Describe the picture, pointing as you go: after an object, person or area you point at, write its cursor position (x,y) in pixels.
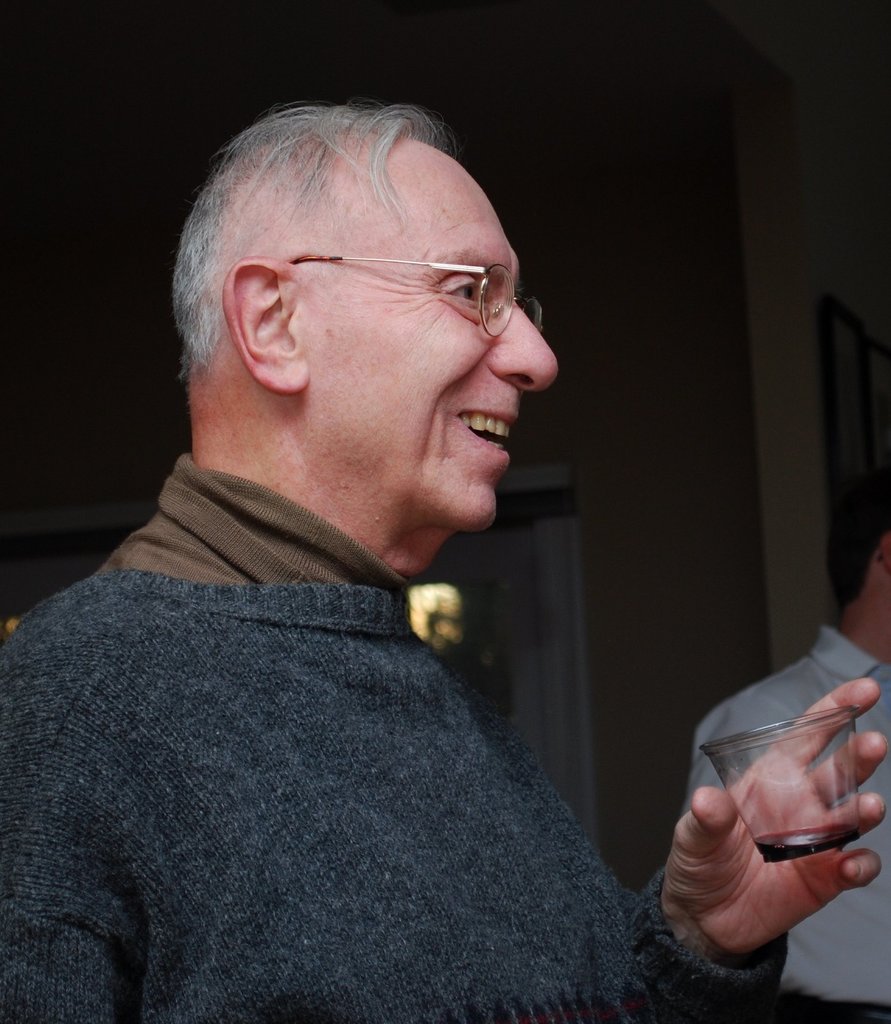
In the picture we can see a side view of a man (634,959) standing and holding a glass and he is smiling and beside him we can see another person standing with a white shirt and in the background (624,636) we can see a wall (706,659).
